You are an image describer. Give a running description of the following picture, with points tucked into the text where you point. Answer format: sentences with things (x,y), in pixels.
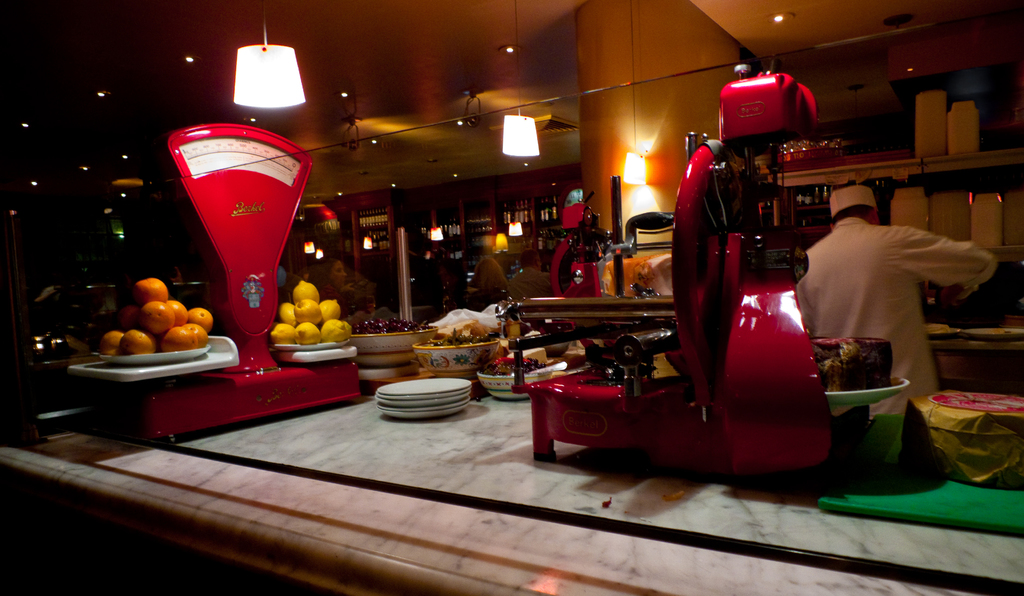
This image consists of lights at the top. There is a table (358,415) in the middle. On that there are plates (450,386), bowls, eatables (501,344). There is a man (843,295) on the right side (843,295). He is wearing a white dress (920,332).
